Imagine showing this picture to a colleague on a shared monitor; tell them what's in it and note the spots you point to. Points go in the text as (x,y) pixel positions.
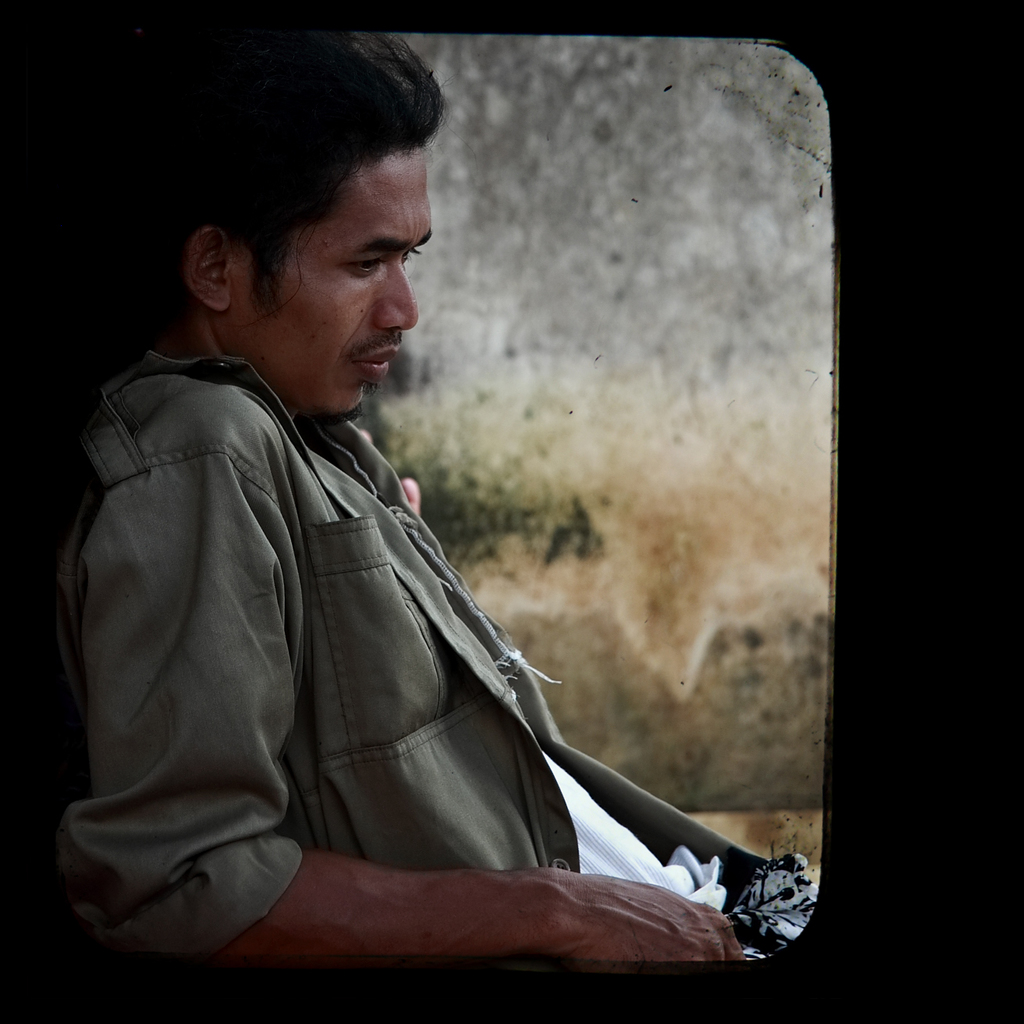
In this image there is a person (166,509) sitting in the vehicle (297,986).
